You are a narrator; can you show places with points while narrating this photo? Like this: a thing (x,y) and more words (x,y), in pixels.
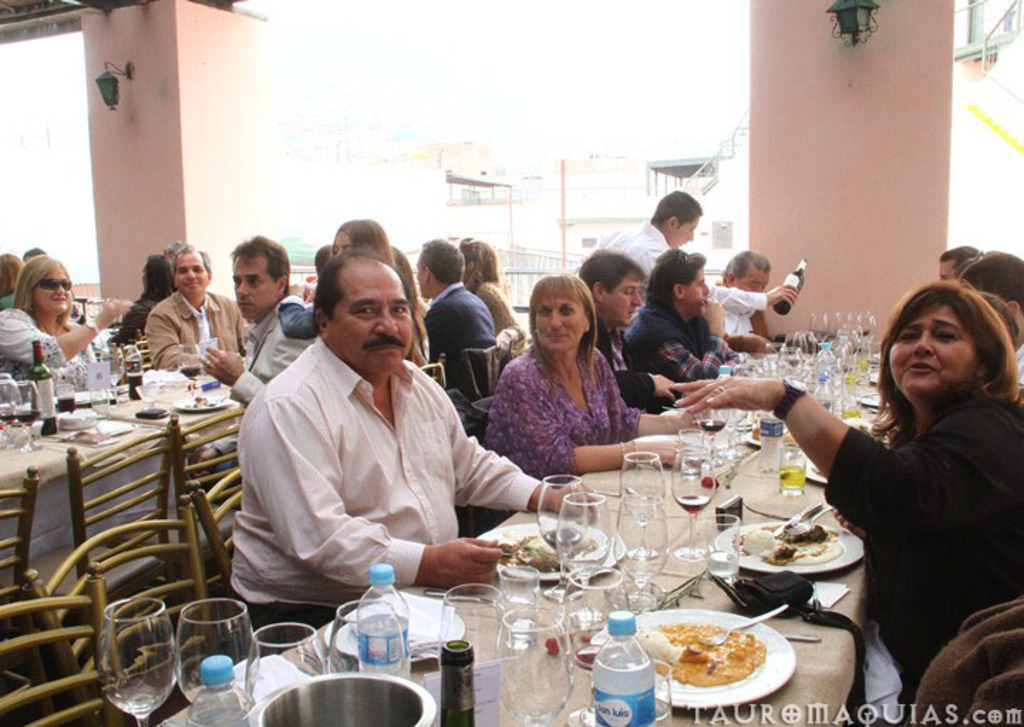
In this picture there are so many people (283,477) are sitting on the chair (178,543) in front of them there is a table (666,531) on the table (722,607) there are so many bottles (615,665) glasses (699,508) plates (751,681) and some of the eatable things (707,657) at the backside (776,308) one person (751,287) is holding a bottle (794,293) and they are taking a picture.
